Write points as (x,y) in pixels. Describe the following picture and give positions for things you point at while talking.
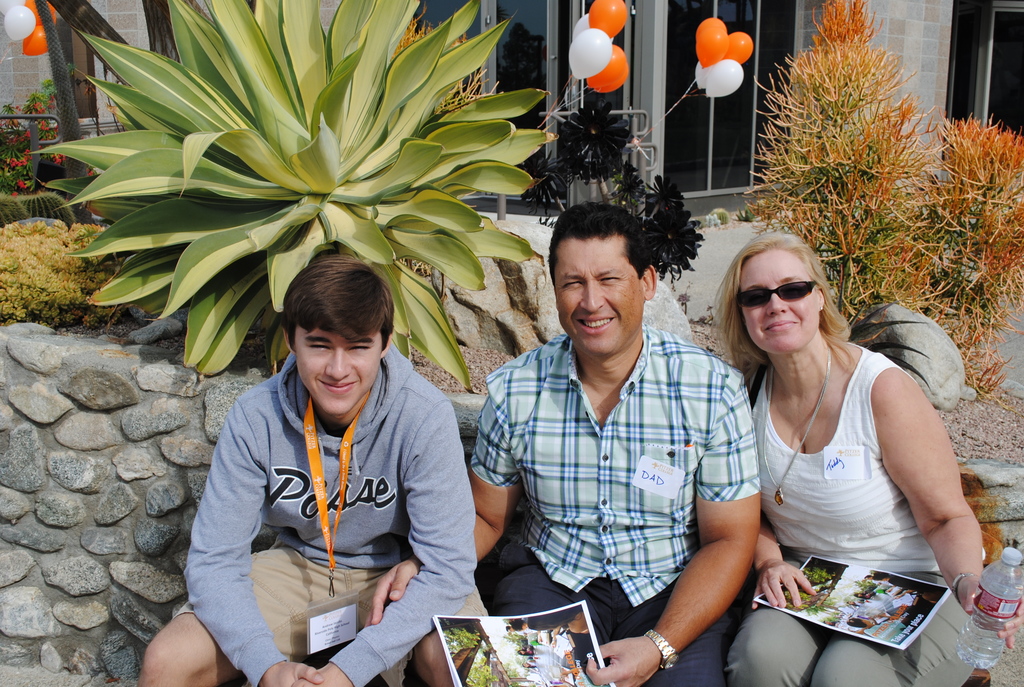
There are three persons (856,371) in different color dresses (866,356), sitting. Beside them, there is a stone wall (27,413), there are plants (948,171) and there are rocks (511,299). In the background (557,60), there are balloons (577,38) and there is a building (650,11) which is having glass windows (961,26).
